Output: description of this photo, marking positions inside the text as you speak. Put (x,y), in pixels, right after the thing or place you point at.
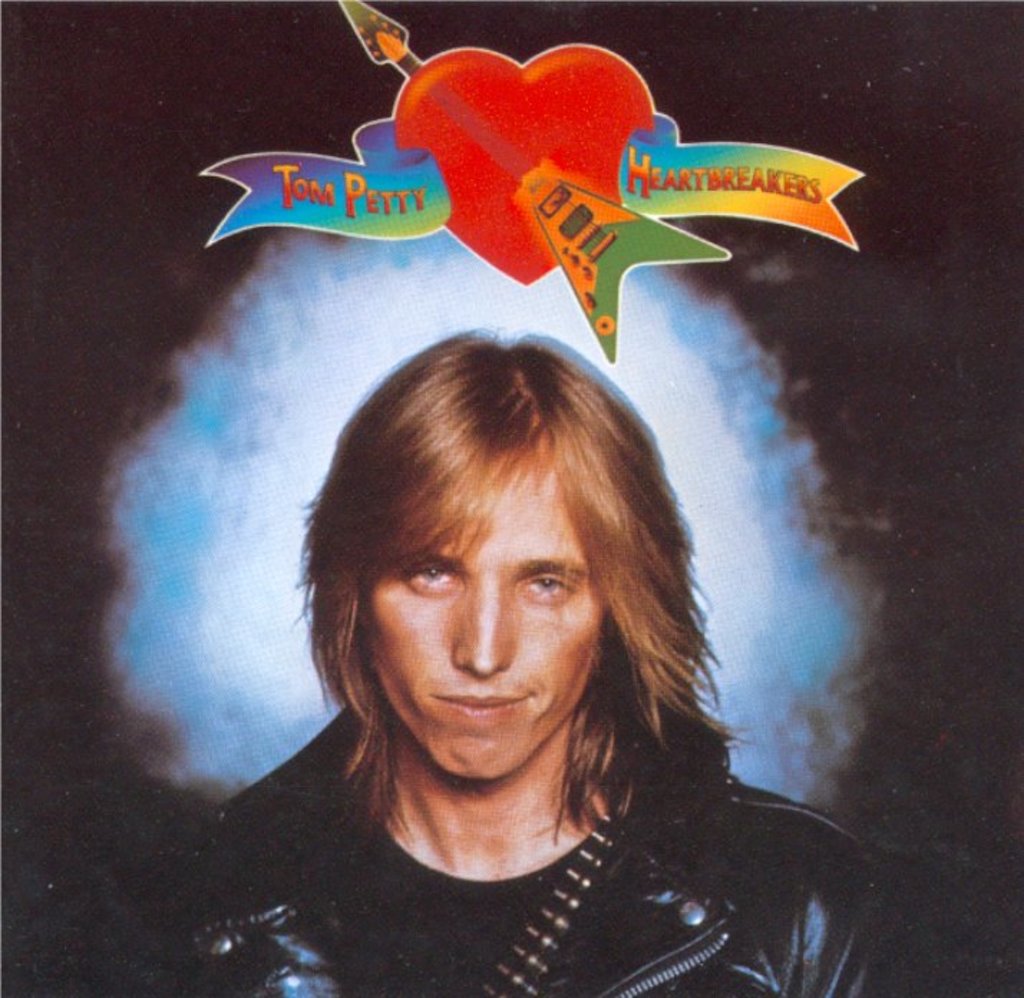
In this picture we can see a man (258,824) wearing a black jacket (338,848). There is a heart (467,223) and a guitar (583,297) on top (482,227). We can see a blue light (531,287) and a black background (45,689).
